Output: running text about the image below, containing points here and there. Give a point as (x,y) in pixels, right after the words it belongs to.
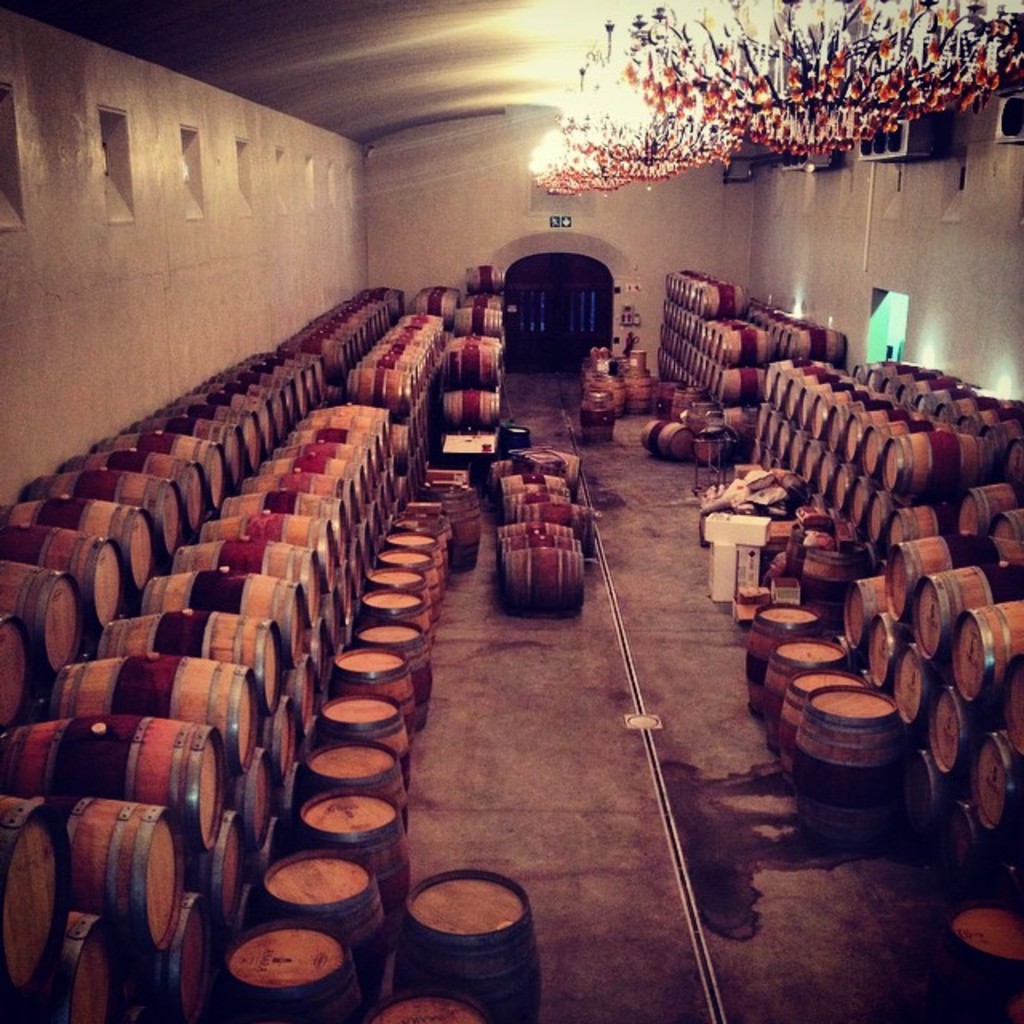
In this image we can see many barrels (887,584) on the floor (540,888). In the background (686,108) we can see chandeliers (817,124) on ceiling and wall (520,195).
